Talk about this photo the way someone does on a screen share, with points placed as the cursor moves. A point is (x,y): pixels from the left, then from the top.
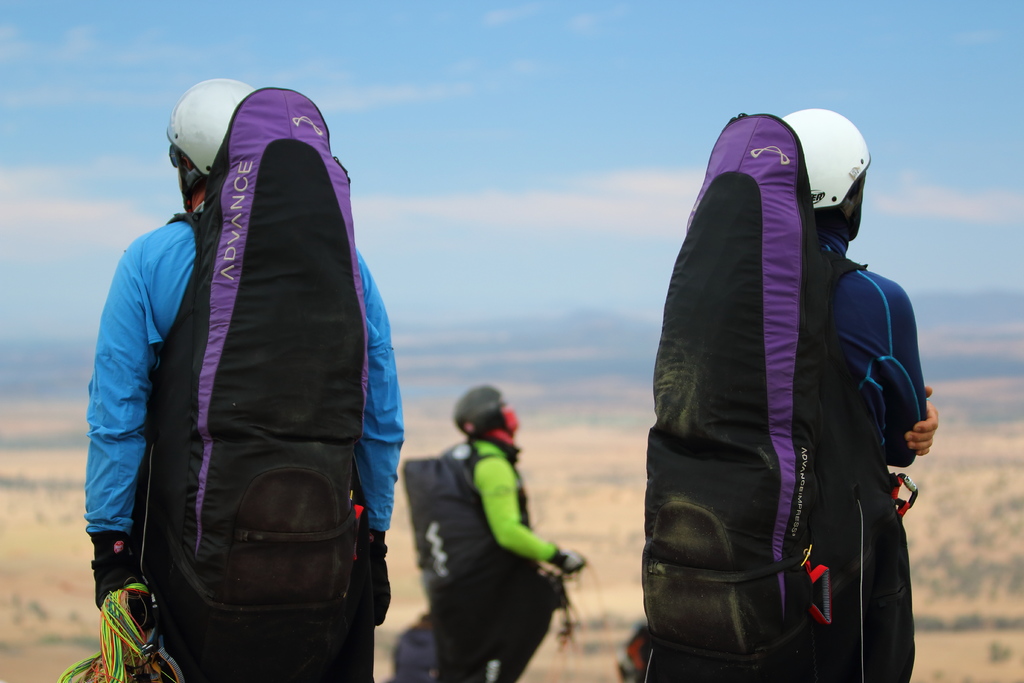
In this picture there are three men (371,337) who are wearing a bag (300,606) and a rope (121,654). The sky (549,251) is blue and cloudy.
